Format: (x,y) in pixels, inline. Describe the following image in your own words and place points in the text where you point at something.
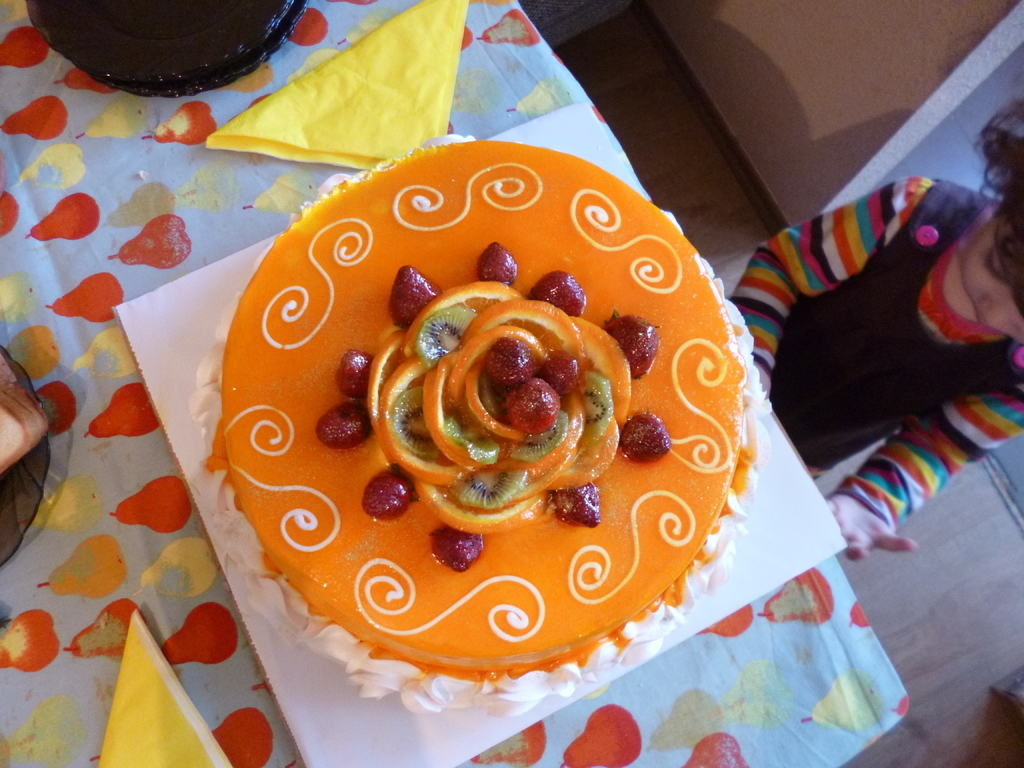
In the center of the image (477,292) there is a cake (387,501) placed on the table (897,681). On the right side of the image (875,494) we can see wall (894,116) and girl (948,427).
